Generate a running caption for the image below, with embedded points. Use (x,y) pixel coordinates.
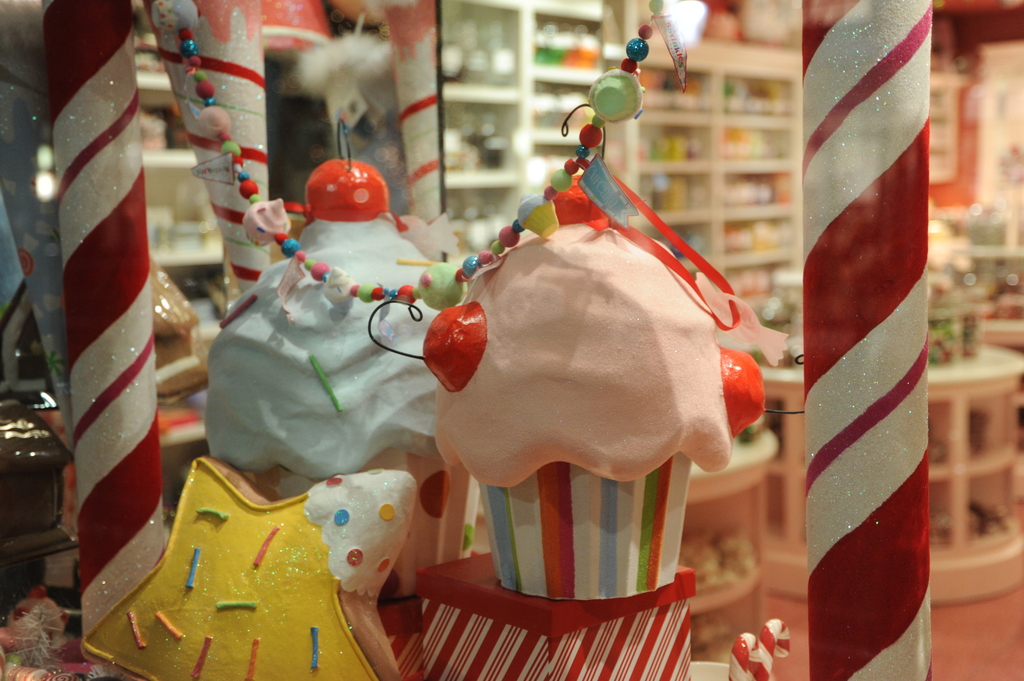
This looks like a store (771,108) and they are numerous objects (638,86) which are available in the store (953,158) and i can see a red color mat (987,611).
